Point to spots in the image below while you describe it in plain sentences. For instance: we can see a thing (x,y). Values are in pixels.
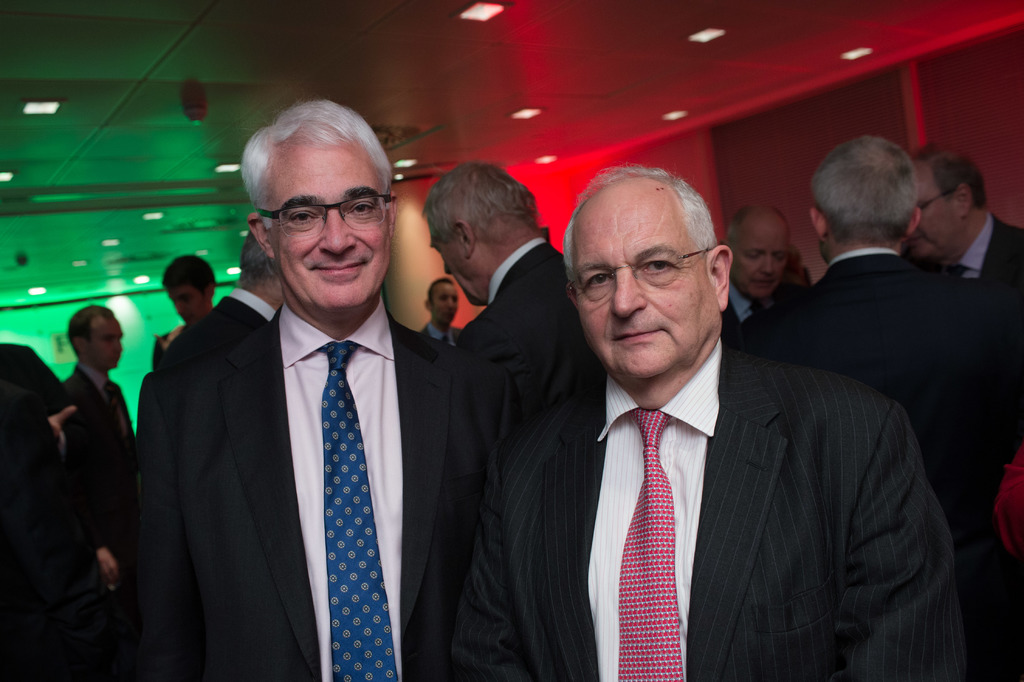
There are two people (394,409) standing wearing black suit (261,447), tie (333,377) and specs (608,288). In the back (494,274) there are many people (545,328). On the ceiling (148,184) there are lights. On the right side (688,70) ceiling (581,103) is red color and on the left side (246,110) ceiling (171,161) is green color.
